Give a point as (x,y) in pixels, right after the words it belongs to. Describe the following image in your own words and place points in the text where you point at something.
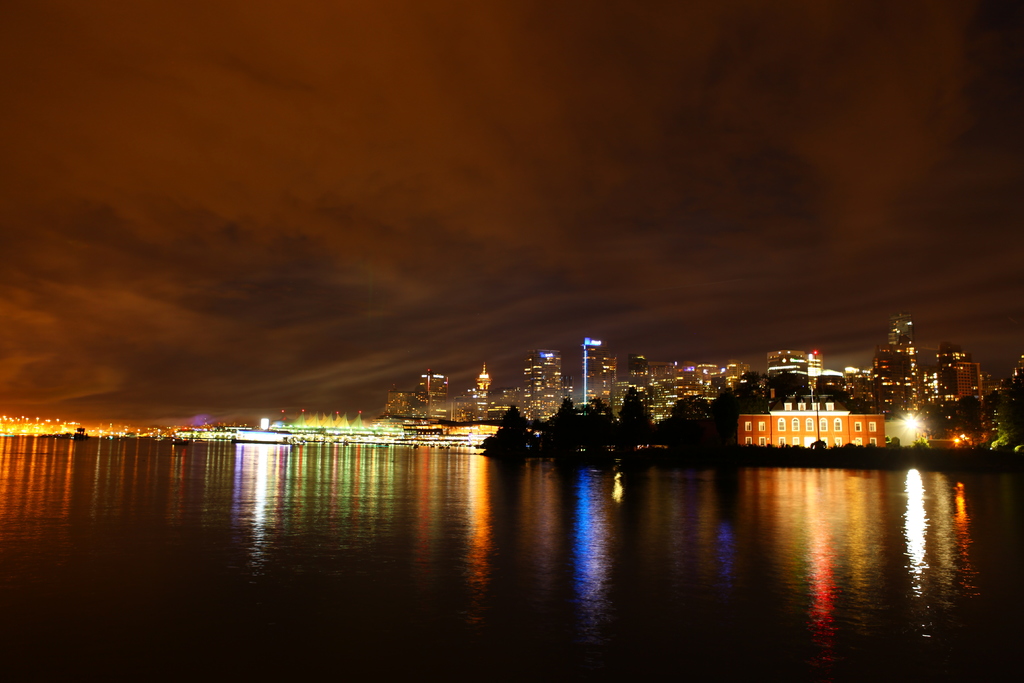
In this image we can see water (655,593), buildings (473,419), trees (569,414), ships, sky (680,206) and clouds (829,163).
